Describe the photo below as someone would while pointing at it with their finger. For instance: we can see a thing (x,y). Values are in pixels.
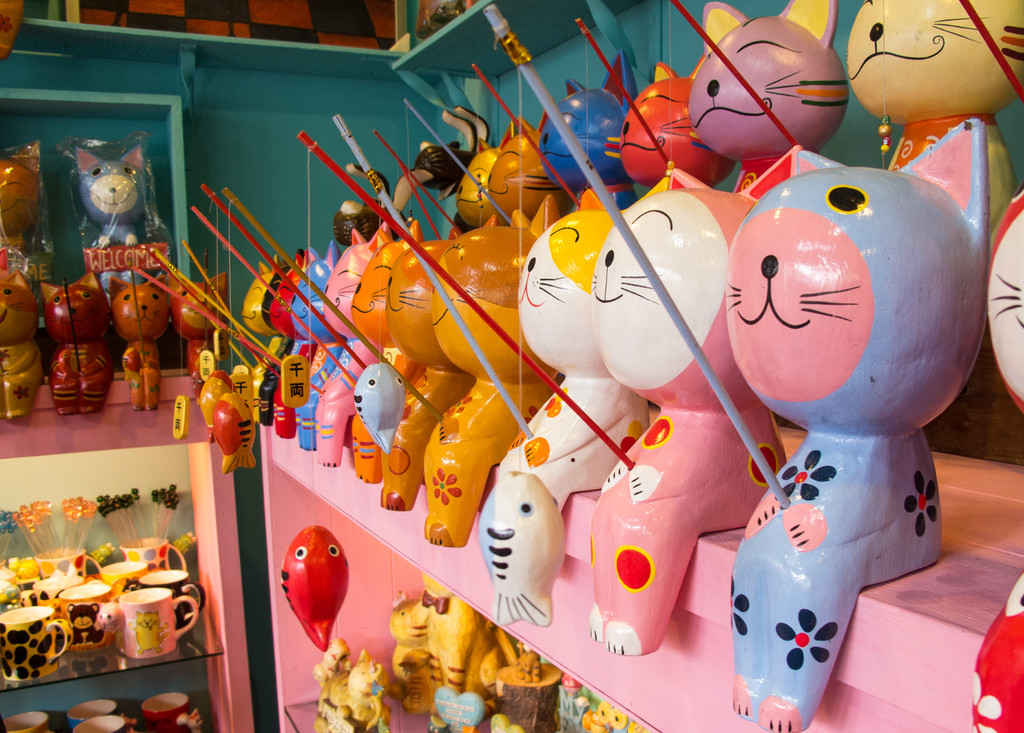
In this picture we can see toys (737,451), cups (181,558) in racks (67,661), sticks (192,256) and in the background (222,107) we can see wall (336,158).
